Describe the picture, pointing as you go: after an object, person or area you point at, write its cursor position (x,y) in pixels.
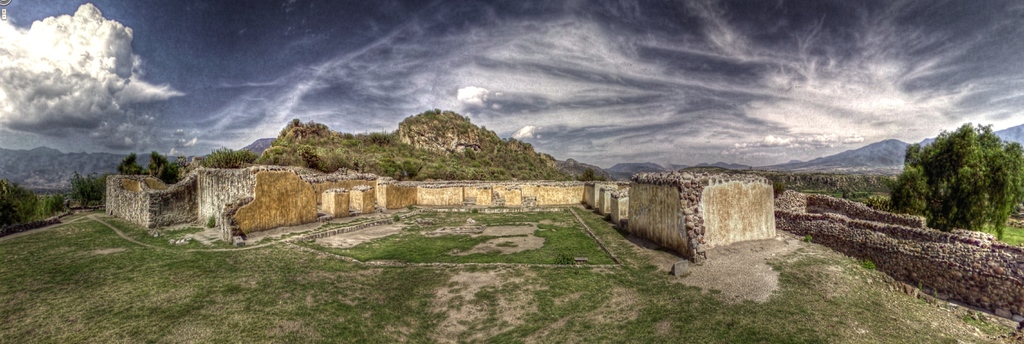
This picture is clicked outside. In the foreground (604,307) we can see the green grass (878,293) and the stone walls (598,191) and some other objects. In the background (772,132) we can see the sky (559,68) which is full of clouds (70,83) and we can see the trees (1013,175), hills (463,145) and some other objects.
